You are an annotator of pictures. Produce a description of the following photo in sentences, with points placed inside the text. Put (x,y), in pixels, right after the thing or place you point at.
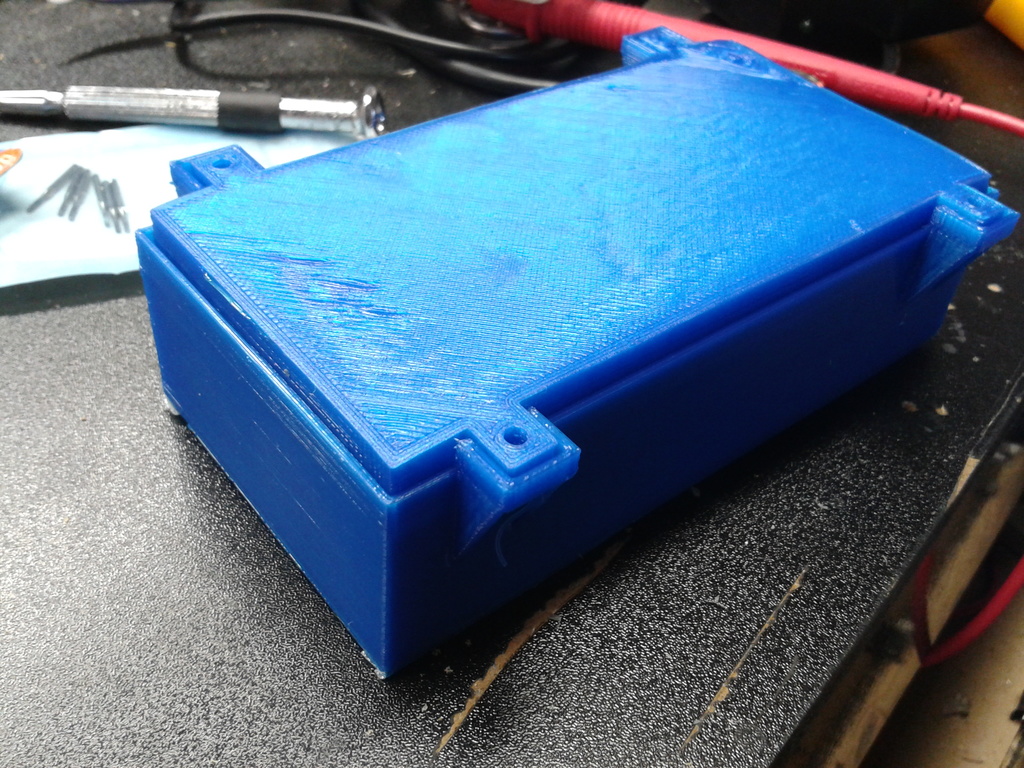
In the center of the image (499,376), we can see a blue color box (387,241) and there are needles (76,207) on the paper (100,252) and we can see some objects (760,27) and some wires (434,41) on the table (928,465).
